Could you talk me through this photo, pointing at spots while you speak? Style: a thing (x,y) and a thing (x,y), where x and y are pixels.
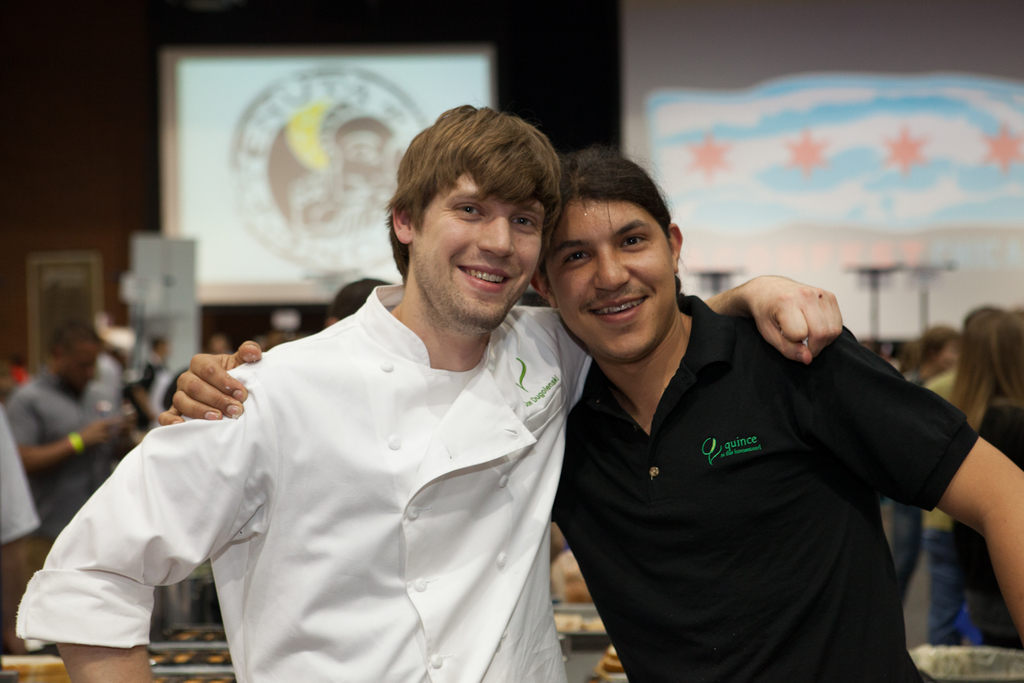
Front these two people (776,474) are smiling. Background (326,218) it is blur. We can see people (9,459) and hoardings (708,112).
